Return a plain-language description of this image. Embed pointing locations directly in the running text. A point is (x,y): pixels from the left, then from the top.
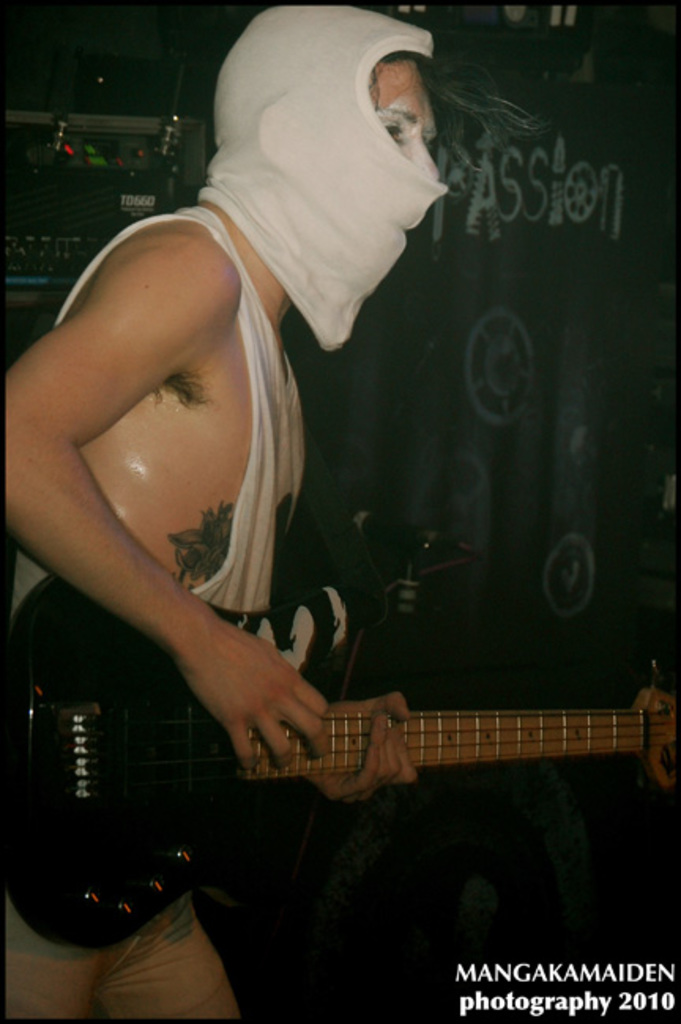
In this image there is a person (367,705) standing and playing a guitar (88,791), at the back ground (374,437) there is a wall (437,388).
